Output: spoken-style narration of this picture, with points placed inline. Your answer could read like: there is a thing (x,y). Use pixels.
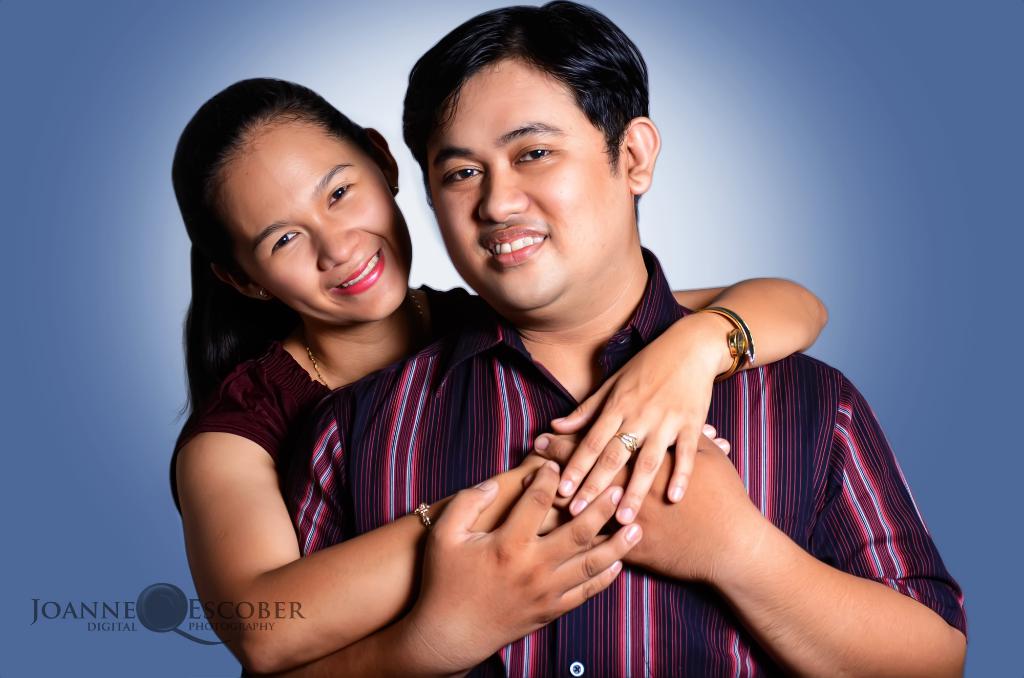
In this image we can see two persons (436,541) with smiling faces (533,186) holding each other, some text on the bottom left side of the image (164,610) and there is a light blue color background (86,324).
